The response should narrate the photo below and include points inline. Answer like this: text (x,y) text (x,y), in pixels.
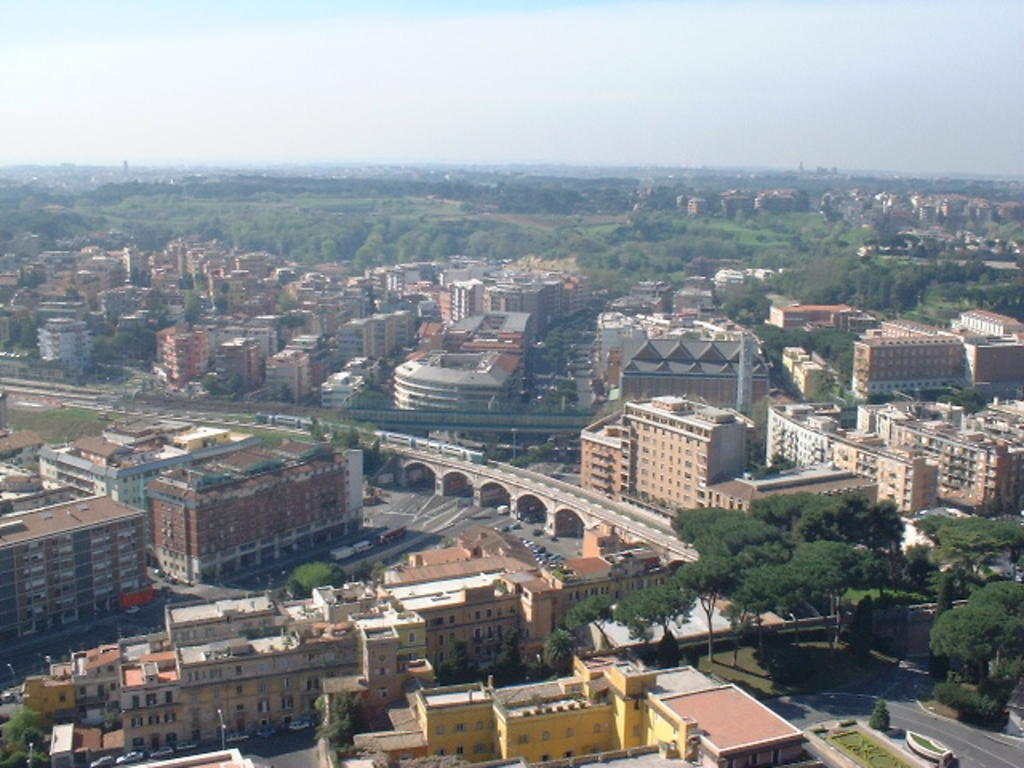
In this image there are some buildings (632,389), trees (720,558) and in the center (495,495) there is a bridge (391,453). On the bridge (487,468) there is a train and also we could see some vehicles (547,528) on a road (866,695), and at the top of the image (337,40) there is sky (689,53).
